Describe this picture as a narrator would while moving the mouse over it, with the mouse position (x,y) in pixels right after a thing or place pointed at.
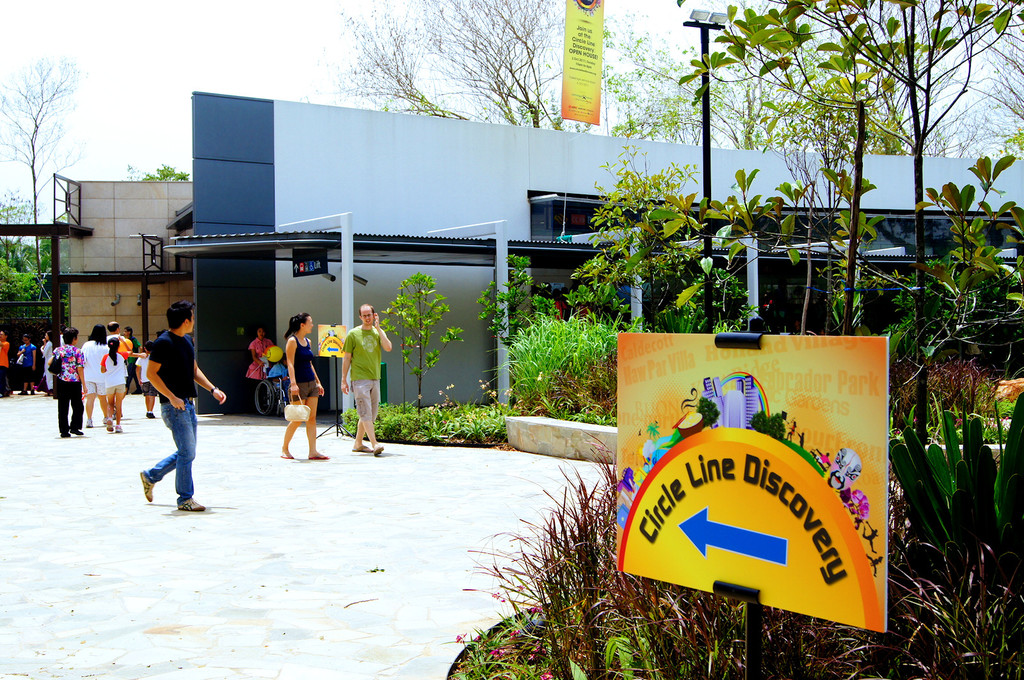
In the image there is a direction board (766,525) at the entrance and behind that board (845,501) there are few plants (1018,444) and trees (425,359) and there are many people (120,409) walking on the pavement (142,404) beside some building (228,242). In the background (28,261) there are trees (19,152).
